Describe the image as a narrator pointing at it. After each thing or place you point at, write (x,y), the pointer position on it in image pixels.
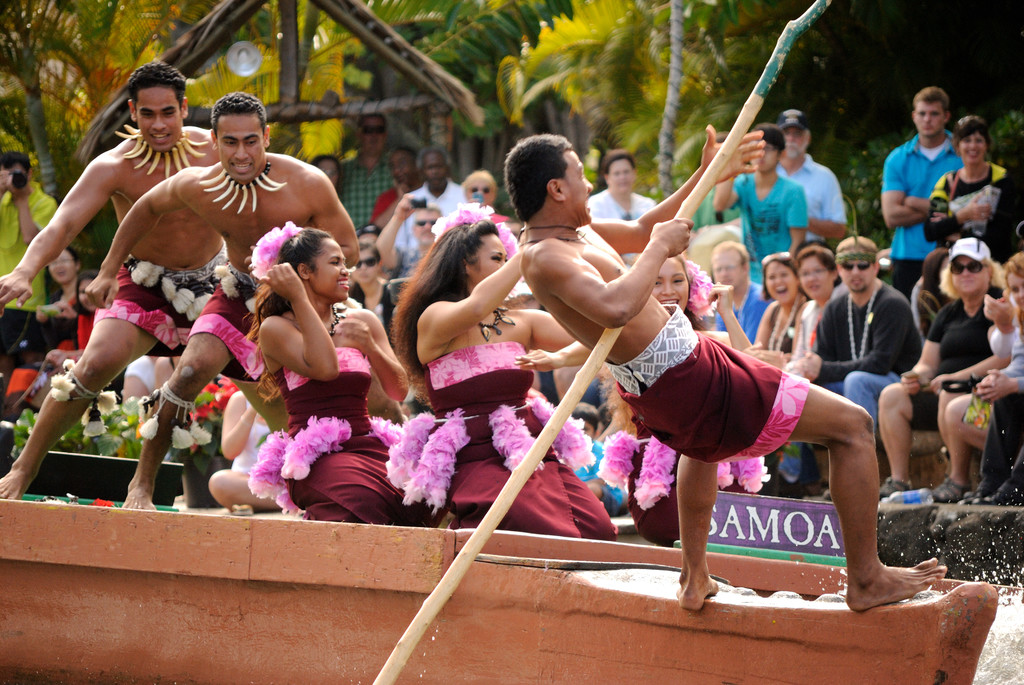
In the picture I can see three women (289,436) and three men (91,186) wearing different costumes (735,403) are in the boat (650,557) which is floating in the water (992,672) and this person (752,382) is holding a stick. In the background (858,342), we can see a few people (717,245) sitting and we can see a house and trees (519,84).
